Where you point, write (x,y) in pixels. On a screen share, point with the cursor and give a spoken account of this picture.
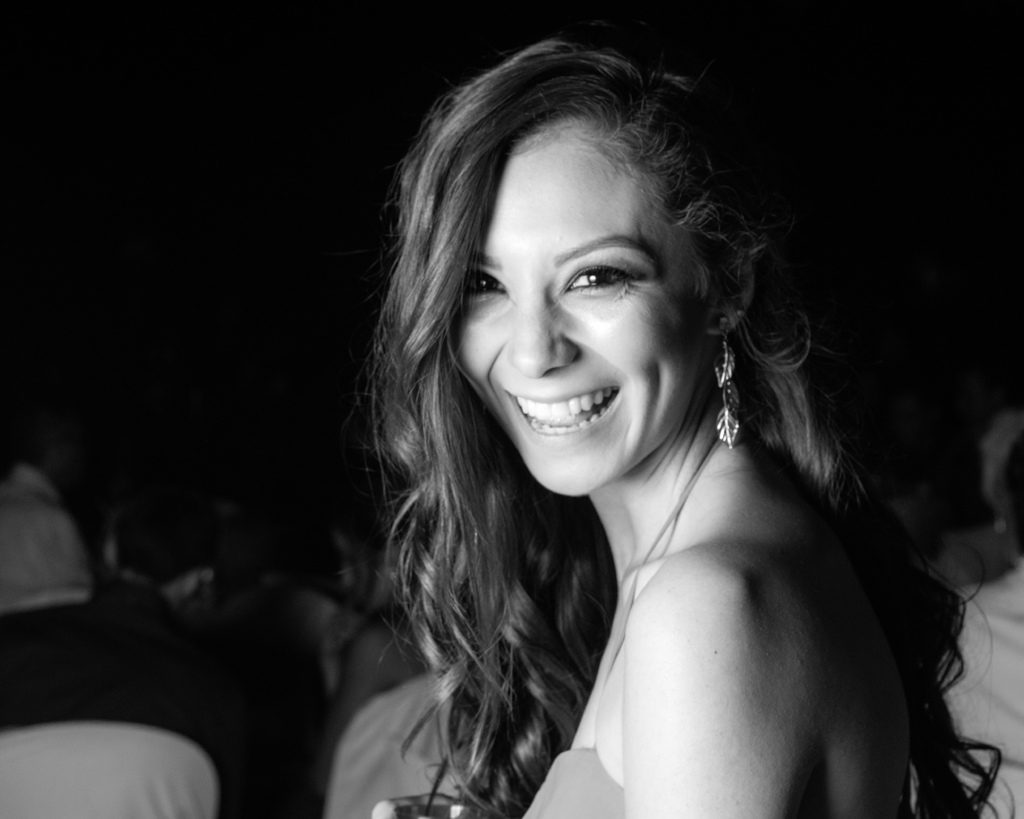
It is a black and white image there is a woman (785,608), she is smiling and the background of the woman (586,182) is dark. She is wearing a leaf design earrings (734,384).
